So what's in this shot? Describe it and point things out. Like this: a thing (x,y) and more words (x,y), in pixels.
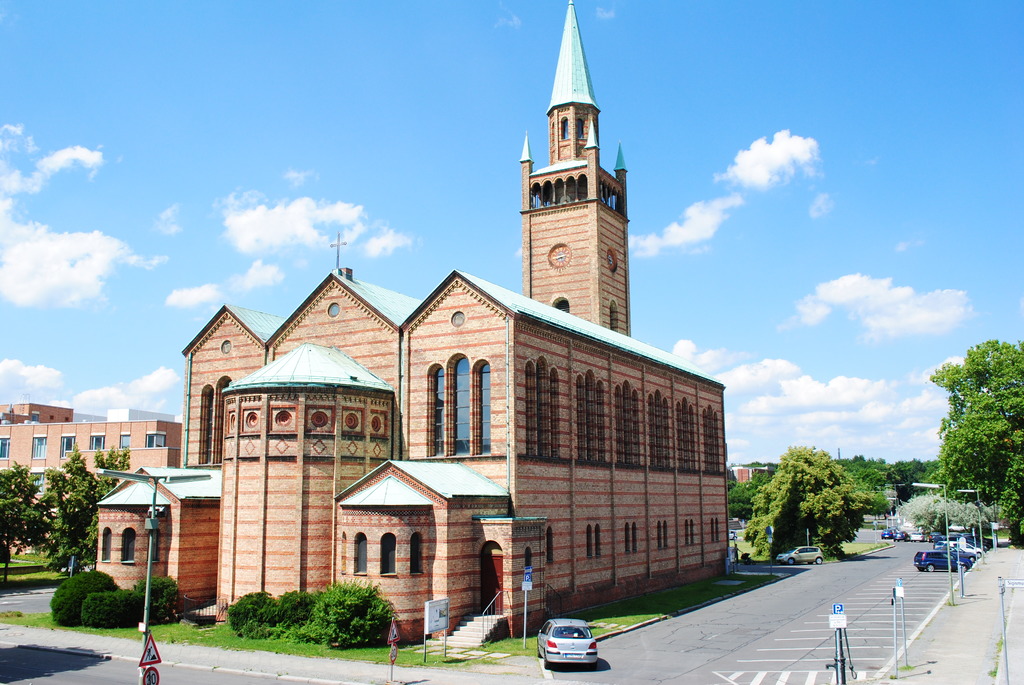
In this picture there is a building (278,358) in the center of the image (568,291) and there is another building (104,451) on the left side of the image (12,457), there are trees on the right (882,500) and left side of the image (117,463), there are cars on the right (912,533) and in the center of the image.
